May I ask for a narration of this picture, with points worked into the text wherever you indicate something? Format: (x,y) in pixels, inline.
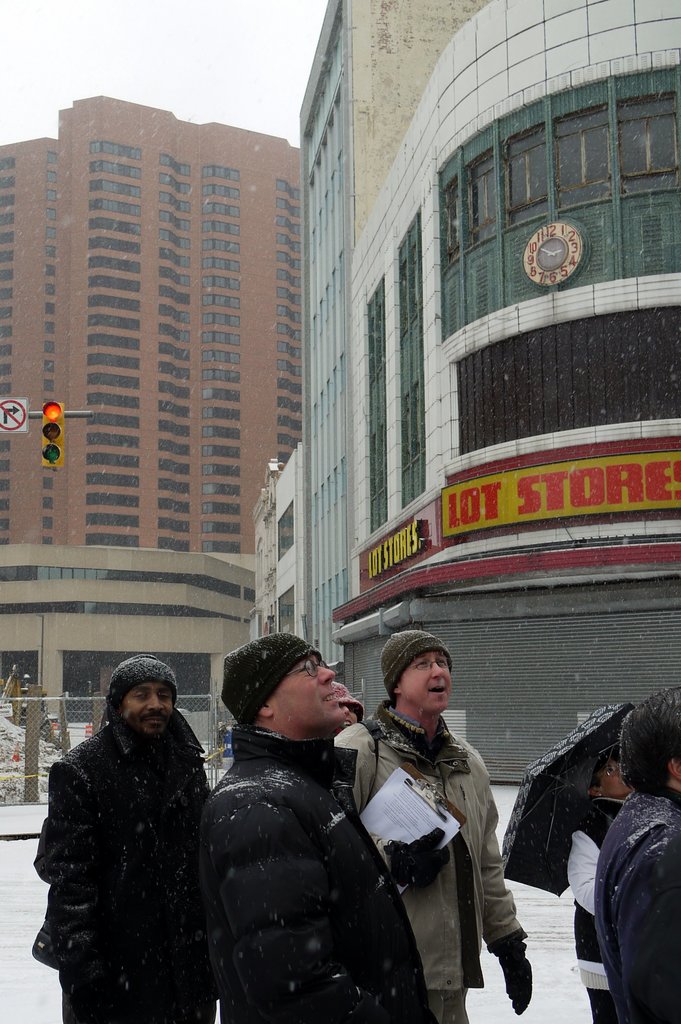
In this picture we can see a group of people (225,1018) standing on the ground (30,868), buildings (151,320) with windows (210,284), fence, traffic signal light (54,451), signboard (1,406) and in the background (148,39) we can see the sky (213,62).
